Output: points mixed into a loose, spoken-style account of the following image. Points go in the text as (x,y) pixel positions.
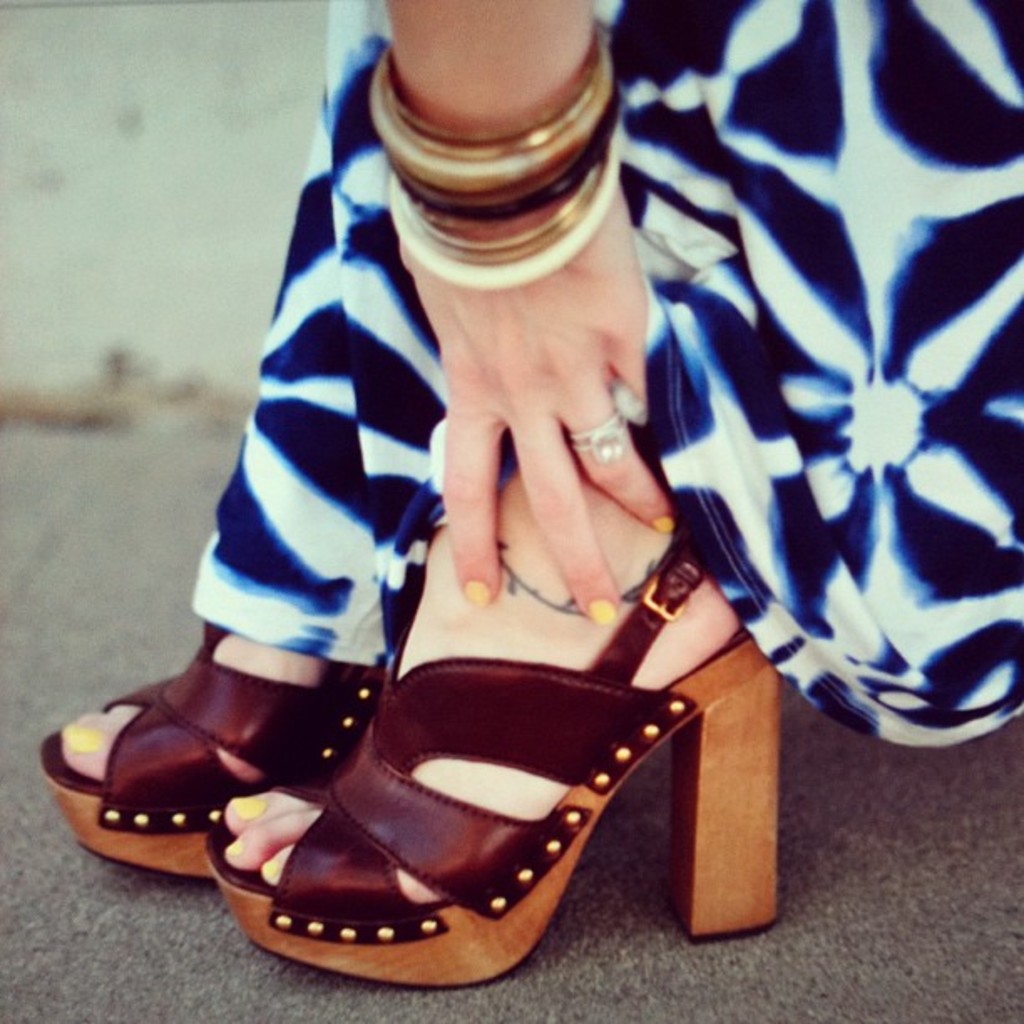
In this image we can see women's hands (612,483) and legs (612,573).
